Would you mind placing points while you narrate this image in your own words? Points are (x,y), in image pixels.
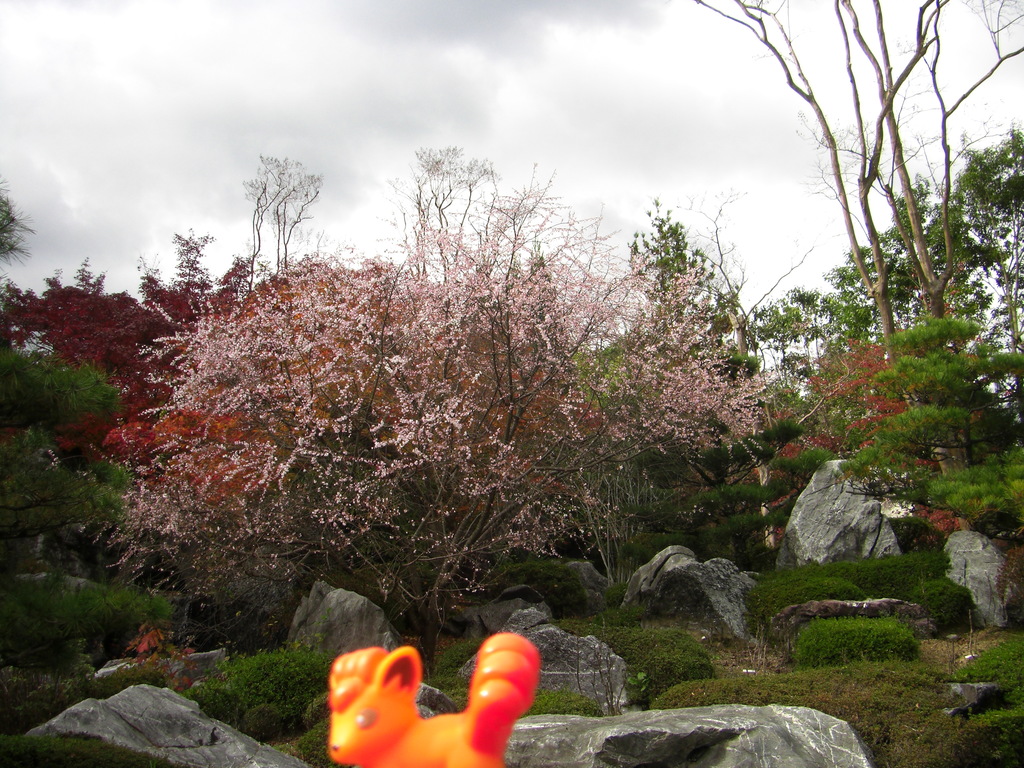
In this image I can see number of trees (495,384), stones (378,640), the sky (426,195) and here I can see an orange colour object (415,676).
